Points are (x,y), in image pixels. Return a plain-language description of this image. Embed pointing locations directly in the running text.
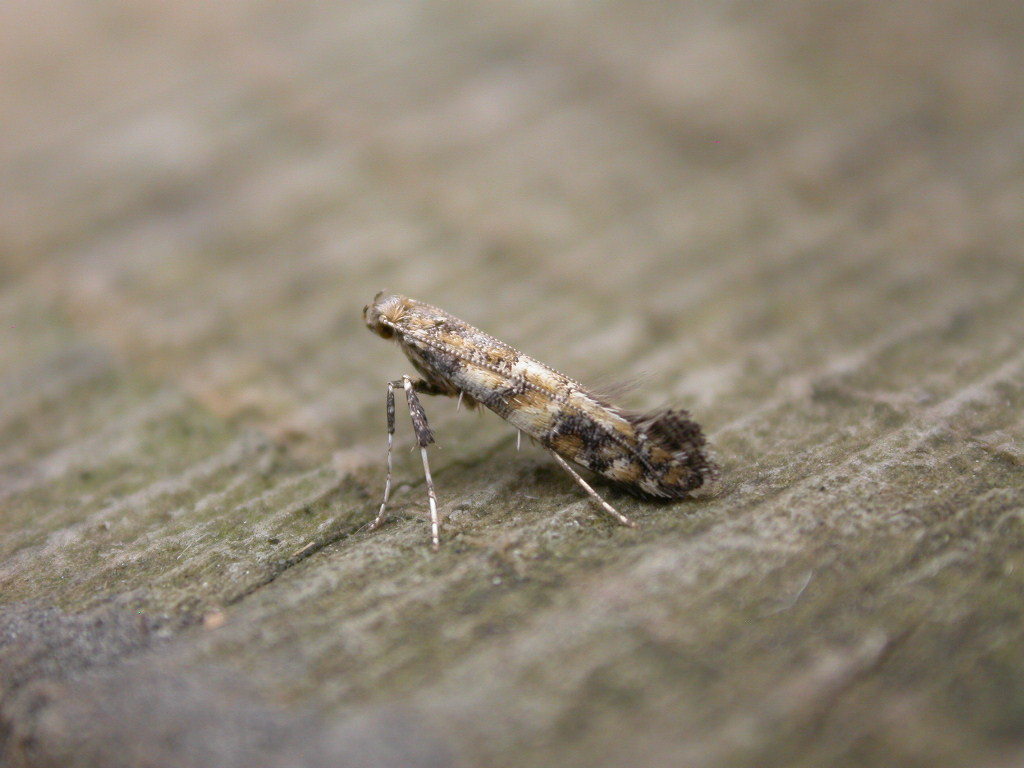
In this picture we can see a moth (530,401) in the middle (566,414), there is a blurry background (109,48).
